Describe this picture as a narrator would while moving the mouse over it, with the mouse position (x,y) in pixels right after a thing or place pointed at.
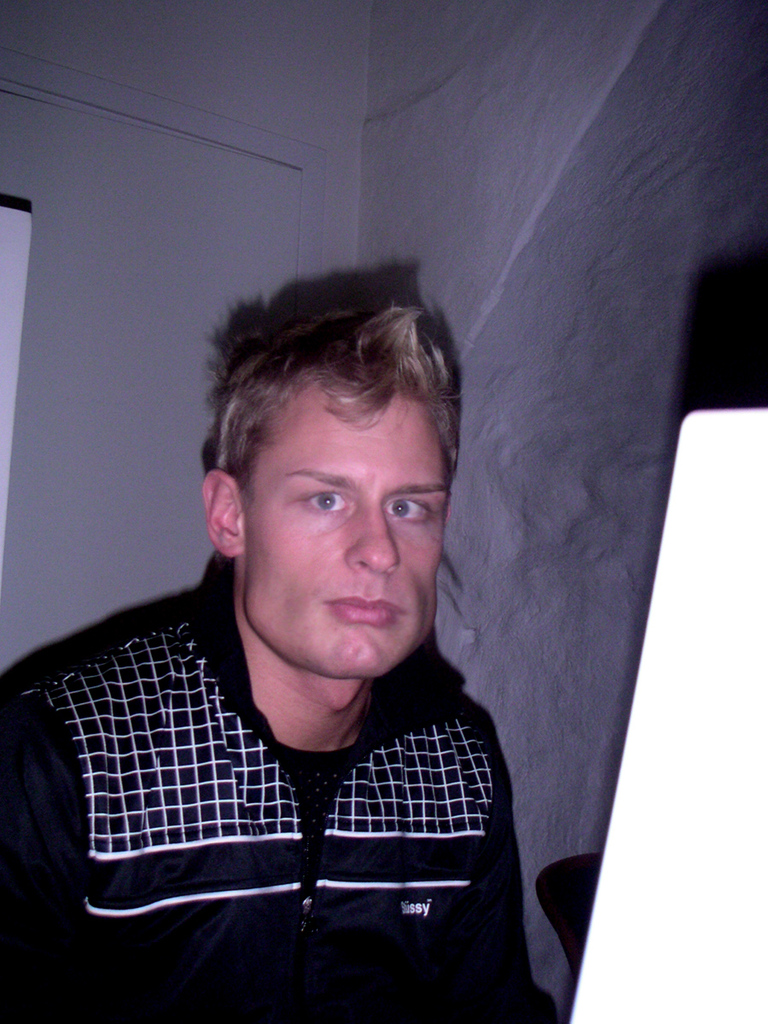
In this picture we can see a man (60,853) and in the background (103,596) we can see wall (319,129).
